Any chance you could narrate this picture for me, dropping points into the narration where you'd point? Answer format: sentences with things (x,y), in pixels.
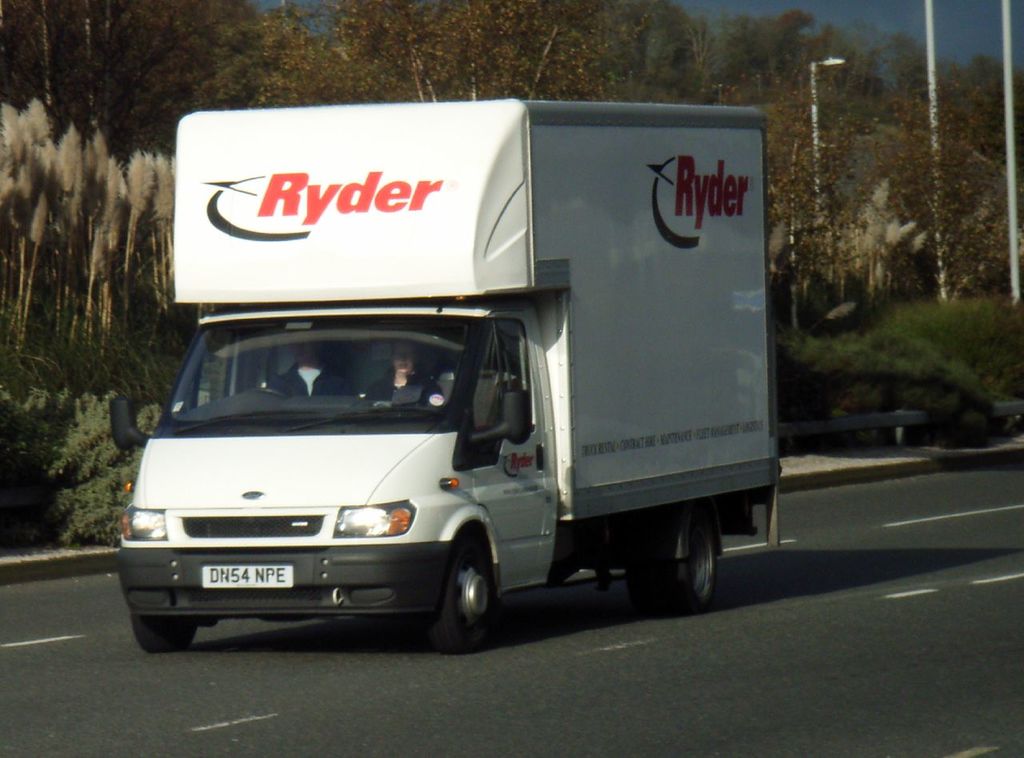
In this picture I can see a white color truck (507,427) on the road (406,736). In the truck (362,438) I can see some people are sitting. In the background (897,127) I can see trees (310,33), street lights (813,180) and white color poles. Here I can see some white color lines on the road (424,699). On the truck (390,258) I can see a logo (366,206).
